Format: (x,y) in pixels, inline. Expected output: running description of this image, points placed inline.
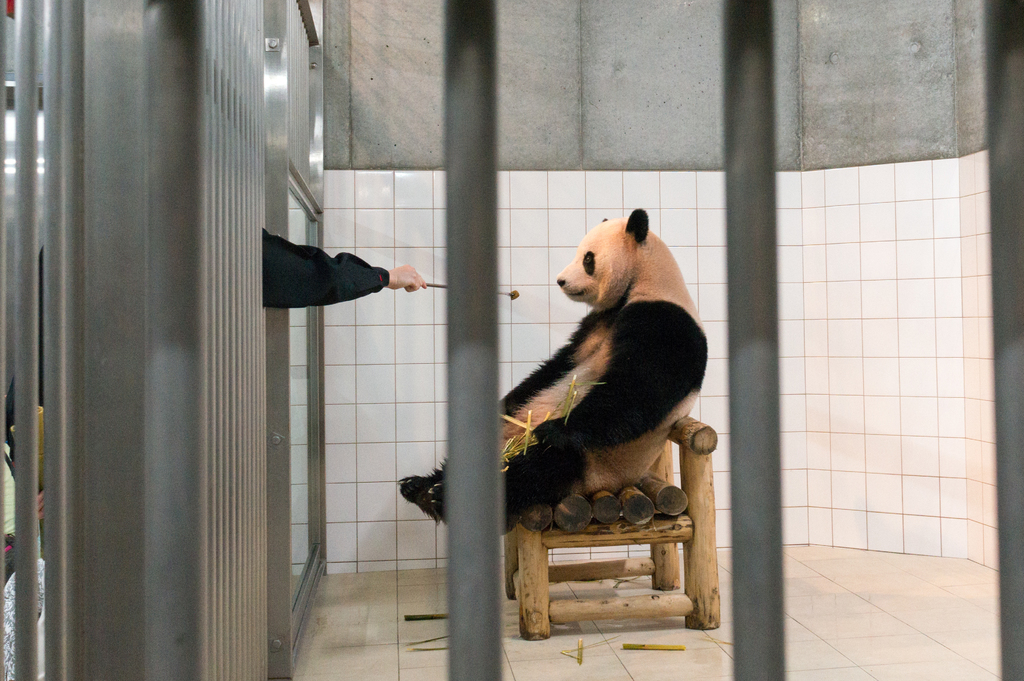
In this picture we can observe a panda (592,376) sitting in the wooden chair (583,540) inside the cage (186,286). On the left side (298,286) we can observe a human hand (409,279) with a stick (438,285). We can observe a cage (155,57). In the background (630,102) there is a wall (543,135).
